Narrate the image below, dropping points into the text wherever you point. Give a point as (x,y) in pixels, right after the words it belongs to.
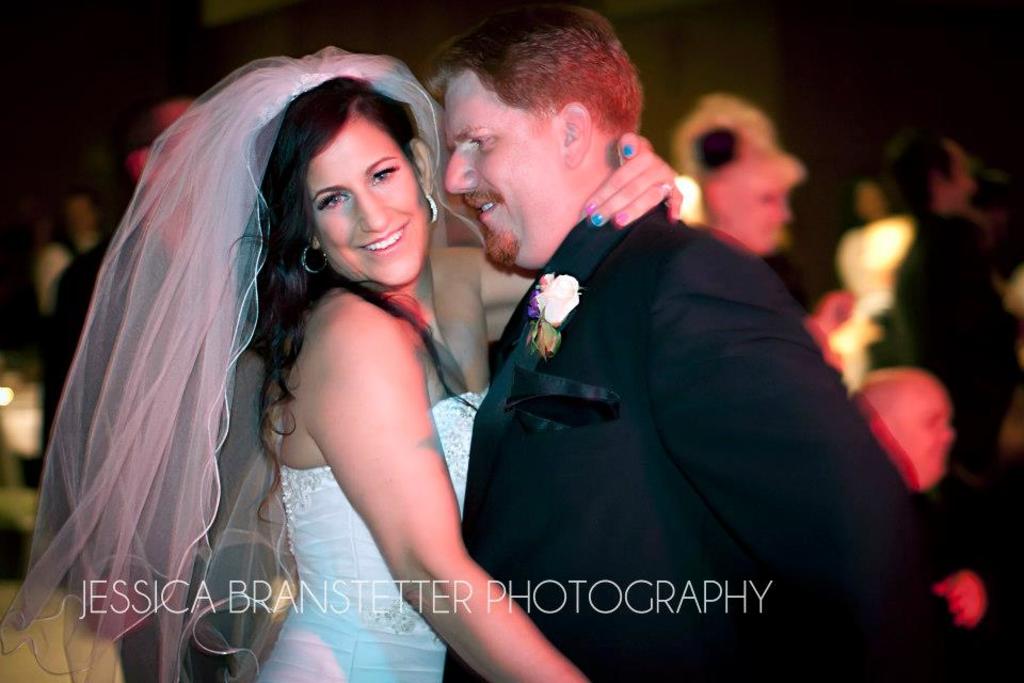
In this picture we can see a man (708,469) and a woman (403,429) are smiling in the front (545,233), there is some text (553,612) at the bottom (383,596), we can see some people (872,222) in the middle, there is a blurry background (63,76).
